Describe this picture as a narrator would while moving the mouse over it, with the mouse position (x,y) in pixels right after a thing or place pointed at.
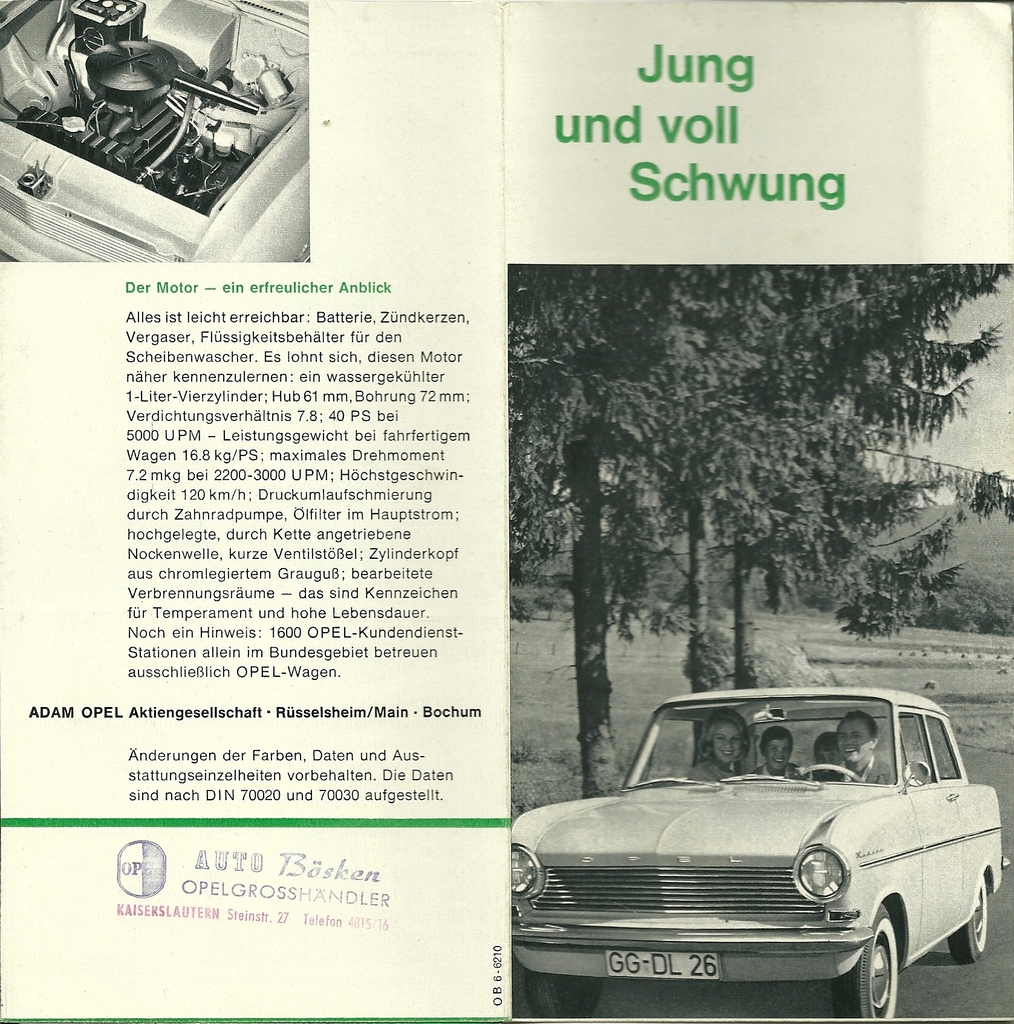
In this image we can see an image of a paper (609,396). On the right side (868,263), we can see some text (735,152) and image (735,649). In the image (814,666) we can see a car (848,814), sky (992,437) and a group of trees (782,558). In the car (801,730) we can see few persons (854,724). On the left side (216,332), we can see some text (223,404) and an image (150,84).
